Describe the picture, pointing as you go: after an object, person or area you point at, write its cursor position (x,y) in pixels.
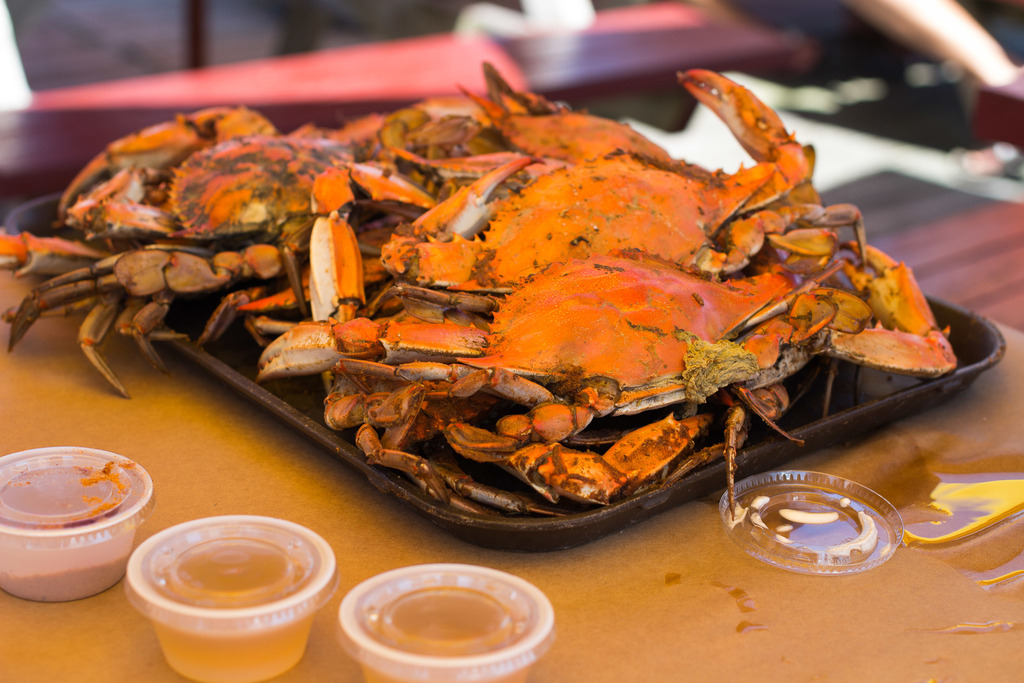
At the bottom of the image (458,561) there is a table (631,559) and we can see crabs (620,407), tray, bowls (264,523) and sauce (203,567) placed on the table (657,602).
